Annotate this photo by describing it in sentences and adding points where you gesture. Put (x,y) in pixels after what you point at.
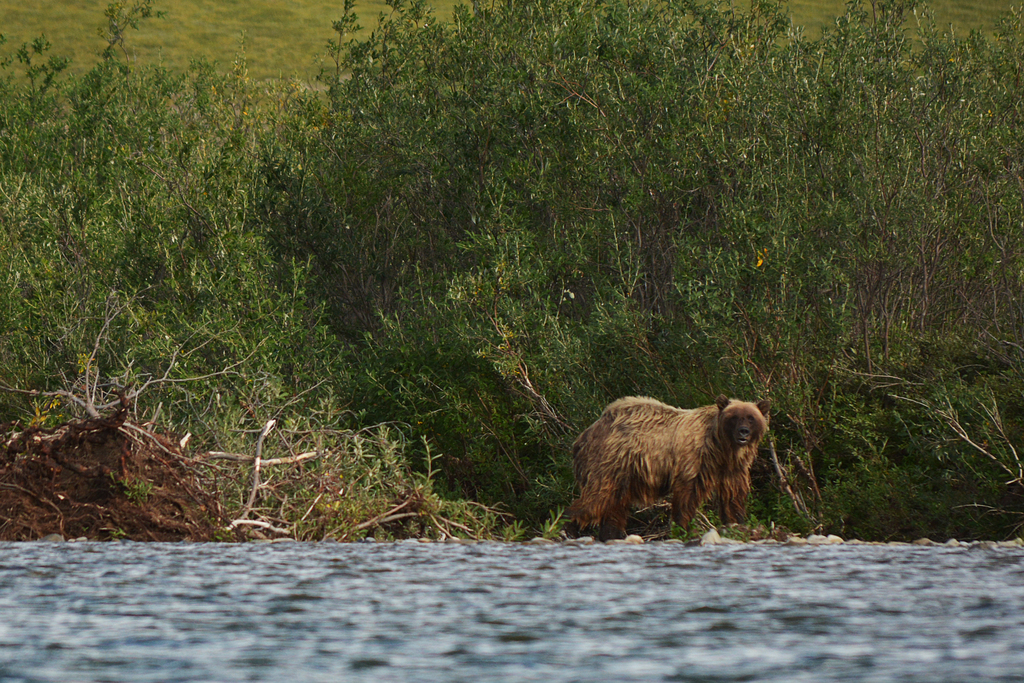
In this image we can see an animal (686,482). We can also see the trees (807,134), grass (213,12) and soil (112,465). At the bottom (189,601) we can see the water (481,582).
